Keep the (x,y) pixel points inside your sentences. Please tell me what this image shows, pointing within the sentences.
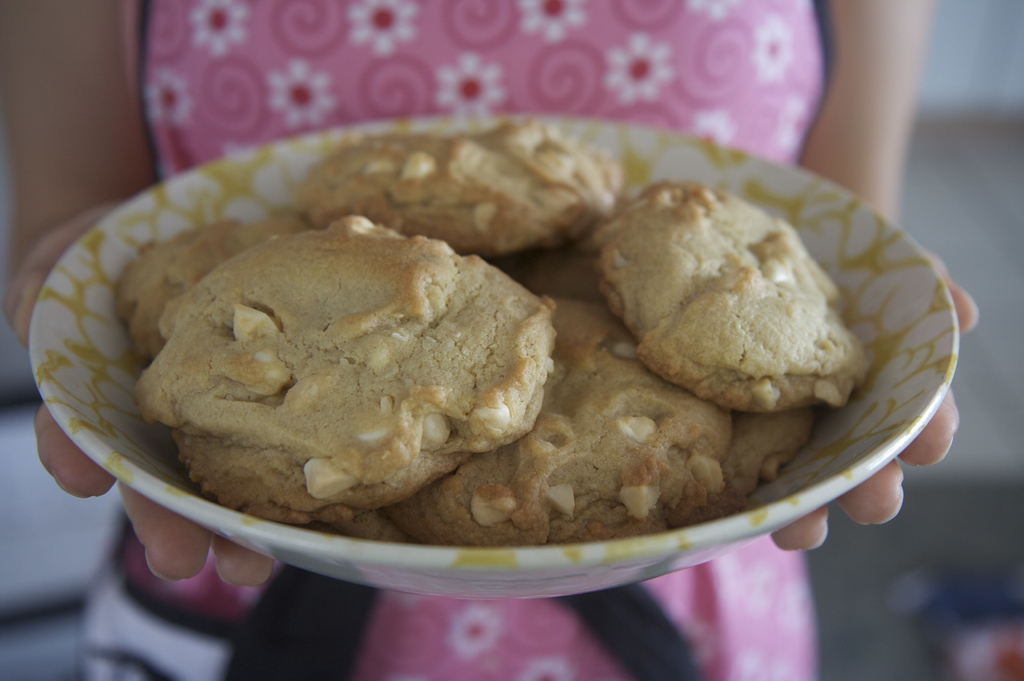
A person (408,17) is holding a bowl (833,260) of cookies (490,400) wearing a pink dress (549,624).
